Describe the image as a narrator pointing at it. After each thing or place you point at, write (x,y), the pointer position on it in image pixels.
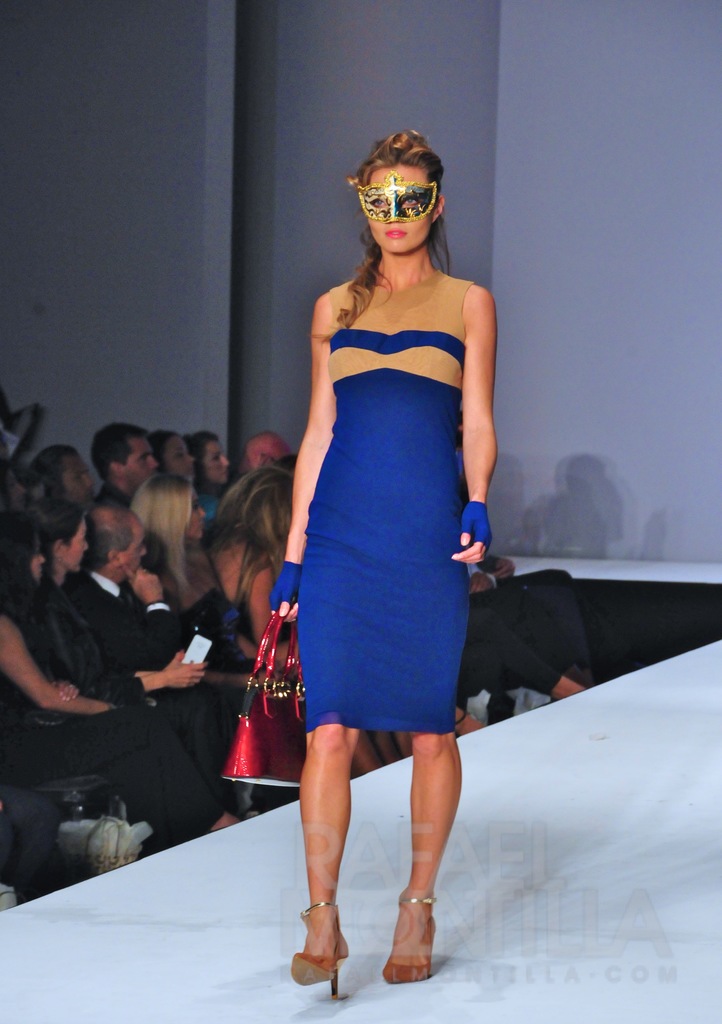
In this image I can see a woman (307,548) is walking on the ramp (378,883). I can see she is wearing a mask (421,215), blue gloves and a blue colour dress (416,521). I can also see she is holding a red colour bag (296,731). In the background (251,607) I can see number of people (17,510) are sitting and I can see one of them is holding a phone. I can also see this image is little bit blurry.
